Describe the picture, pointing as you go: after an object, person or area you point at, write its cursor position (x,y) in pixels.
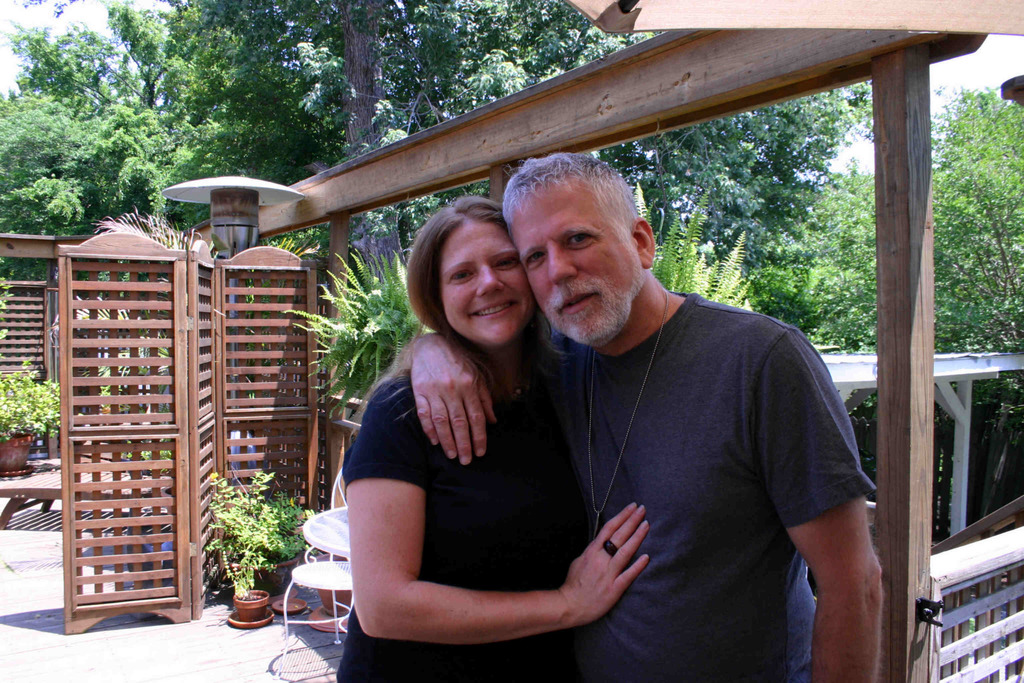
There is a man (616,319) and a woman (611,528) in the foreground area of the image (528,485), there are chairs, plants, trees (835,269), lamp (237,226), it seems like wooden walls (226,271) and the sky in the background (193,350).
